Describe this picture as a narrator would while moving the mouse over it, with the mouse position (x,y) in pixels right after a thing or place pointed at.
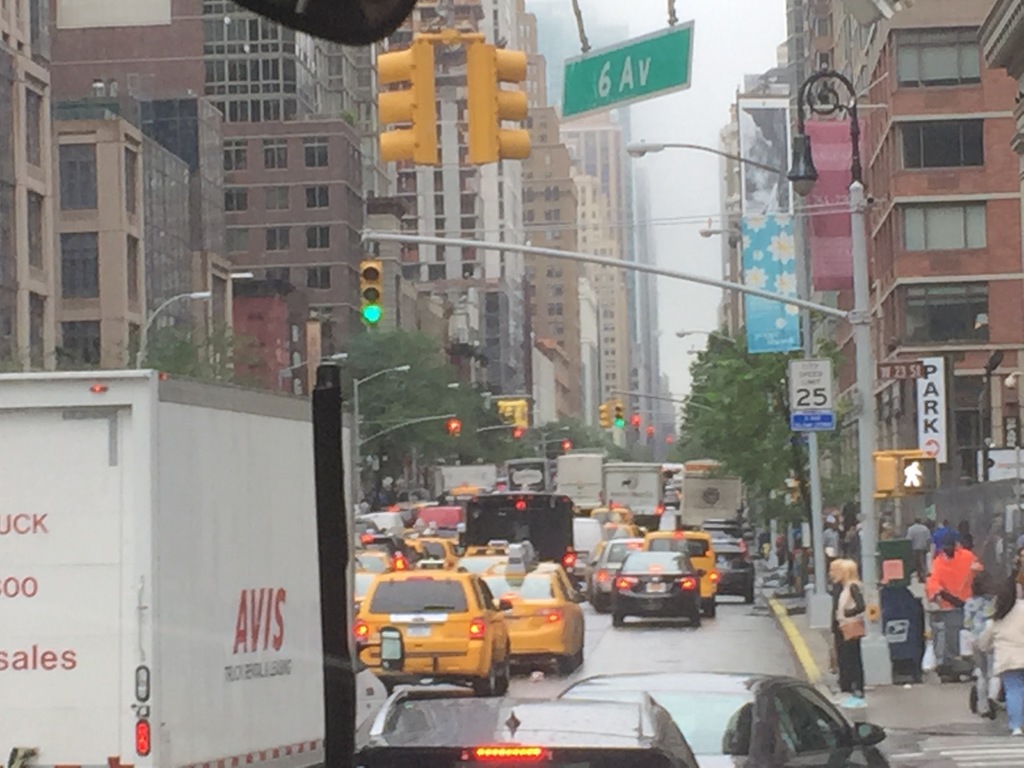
In this image we can see vehicles (513,614) on the road (928,758). In the background (942,281), we can see buildings (956,278), street lights (868,606), signal lights (483,158), trees (775,485) and boards (805,398). On the right side of the image (1000,630), we can see people (1012,589) are walking on the pavement (947,695). At the top of the image (718,67), we can see the sky (721,49).
